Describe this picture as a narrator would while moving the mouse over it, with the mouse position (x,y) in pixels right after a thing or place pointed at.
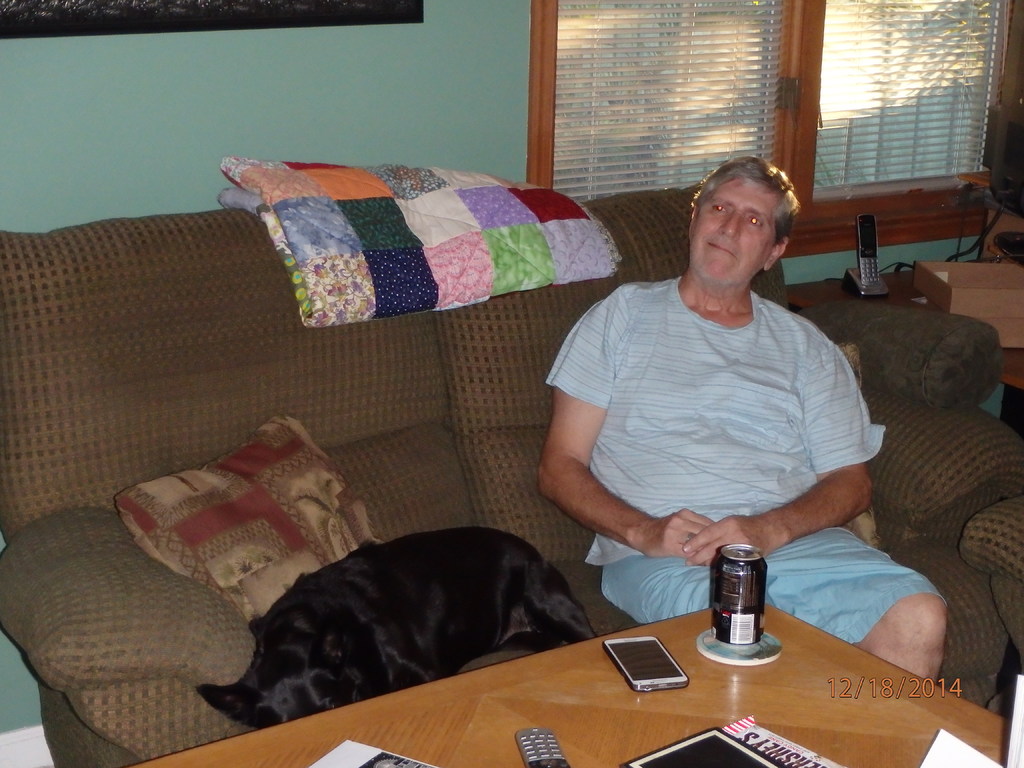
In this picture we can see couch (16,297). On the couch (4,301) we can see person (737,425), bed sheet (349,246), pillow (304,474), dog (362,572). There is a table (651,709). On the table (686,707) We can see tin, mobile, phone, paper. On the background (383,106) we can see wall (428,58). window (825,88). This is mobile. This is table (1007,379).
